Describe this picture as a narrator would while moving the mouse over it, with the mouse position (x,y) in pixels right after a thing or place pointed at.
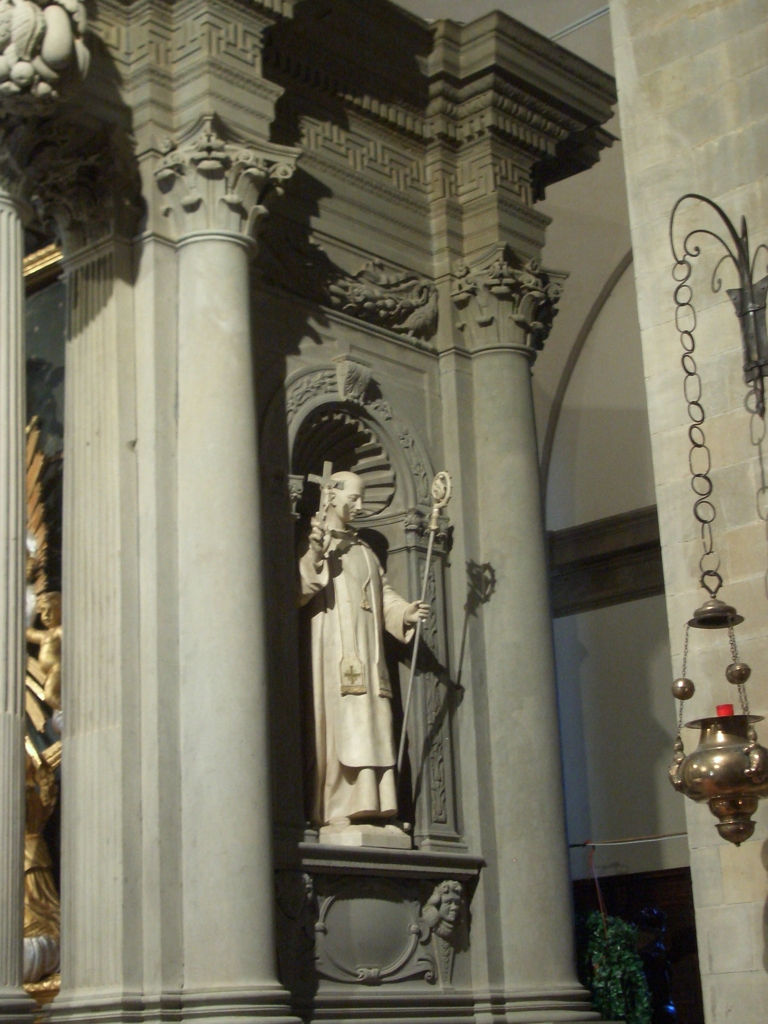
In this image we can see a statue (360,792), lamp (680,771), hooks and pillars (173,447).
